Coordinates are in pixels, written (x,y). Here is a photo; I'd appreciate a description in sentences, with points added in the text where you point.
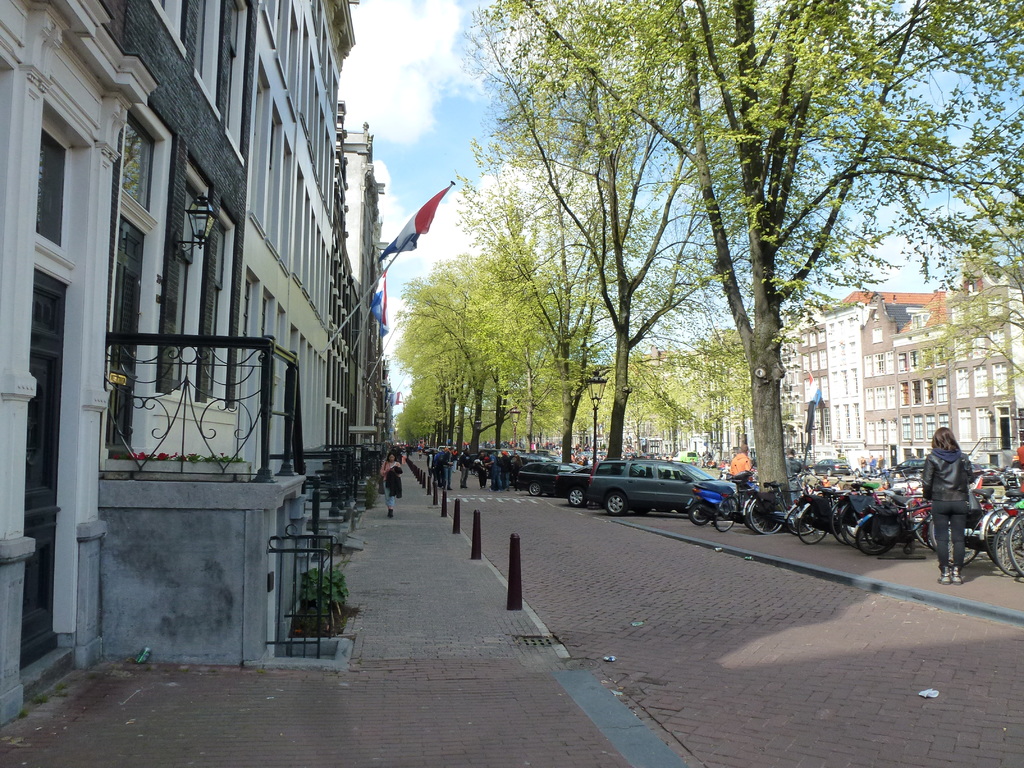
This image is clicked outside. There are buildings (238,451) in the middle (367,324). There are trees (620,356) in the middle (480,405). There are some persons (433,453) walking in the middle (433,453). There are vehicles (711,478) on the right side (768,509). There is sky (466,111) at the top (464,252). There are flags (399,237) in the middle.
